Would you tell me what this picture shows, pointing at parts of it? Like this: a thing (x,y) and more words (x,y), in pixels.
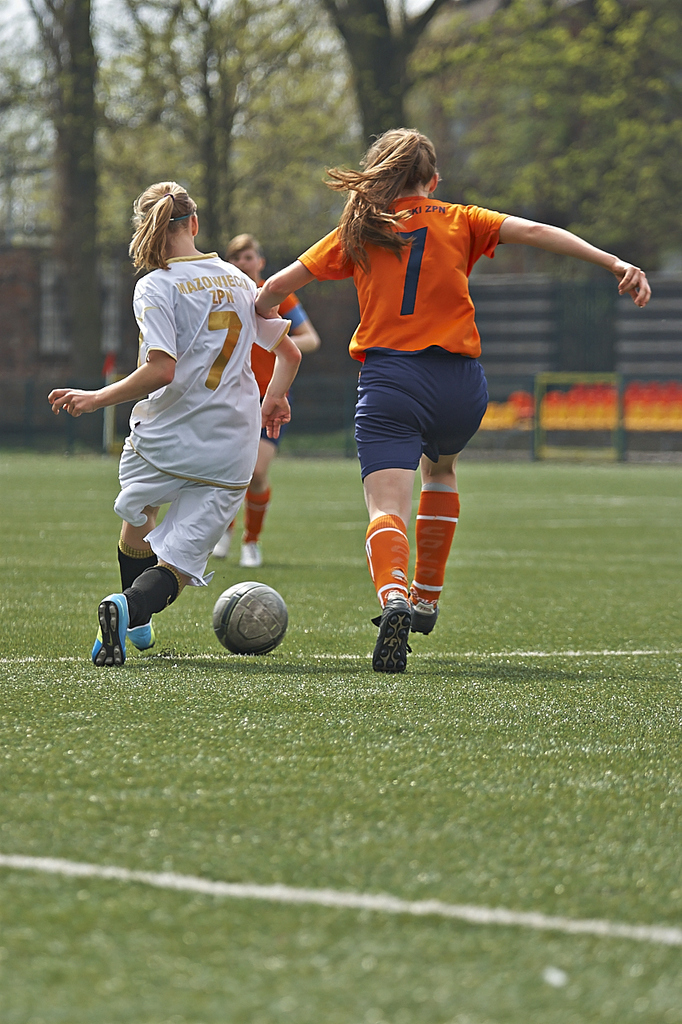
There are two women (369,400) running. This is a football (267,607). I think they are playing the game. Here is another person (236,258) standing. This is the grass (333,687). In the background (494,119), I can see the trees (373,87).
